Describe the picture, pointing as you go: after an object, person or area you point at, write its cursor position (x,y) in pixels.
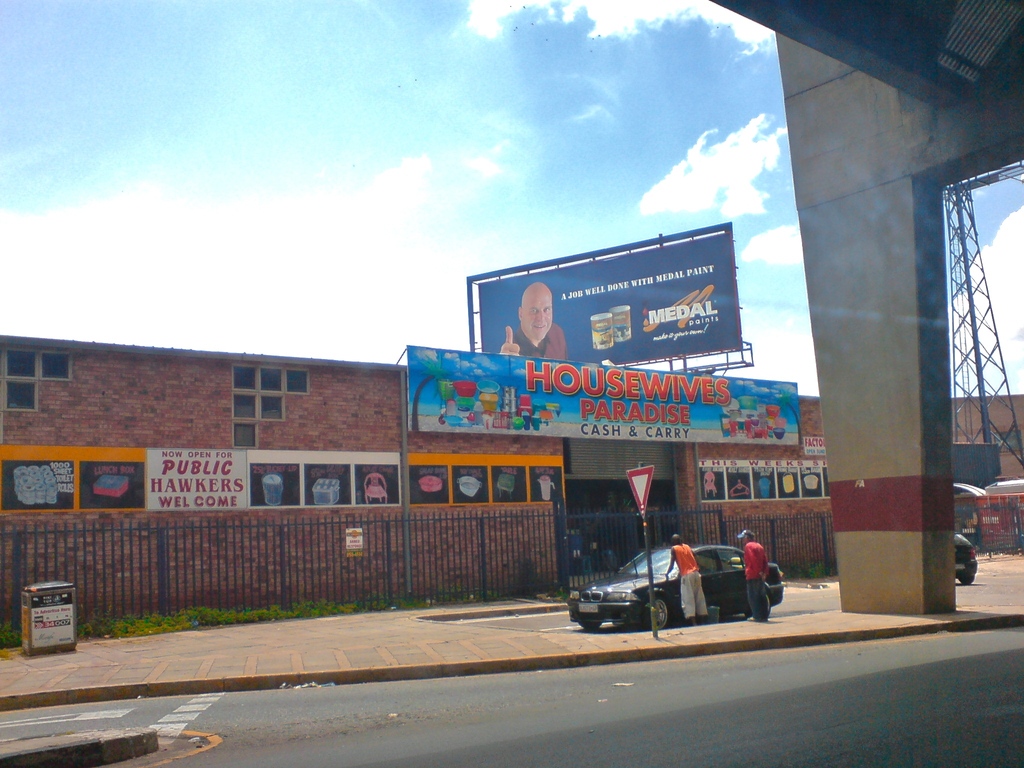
This picture is clicked outside the city. At the bottom (641,727), we see the road (846,703). On the right side (898,462), we see a pillar (909,376) and behind that, we see a car (972,549). In the middle (644,465), we see a pole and a board (633,492) in white and red color. Beside that, we see a car (672,595) and two men (692,567) are standing. On the left side (37,640), we see a garbage bin (61,610). In the background (451,470), we see the buildings (660,454) in brown color. We see the posters (258,468) pasted on the wall (458,452). On top of the building (776,503), we see a board (530,390) in blue color with some text (721,392) written on it. Behind that, we see a hoarding board (682,308) in blue color. On the right side (953,285), we see a power transformer (981,439) and an object (983,507) in red color. At the top (403,134), we see the sky (428,136) and the clouds (735,191).
